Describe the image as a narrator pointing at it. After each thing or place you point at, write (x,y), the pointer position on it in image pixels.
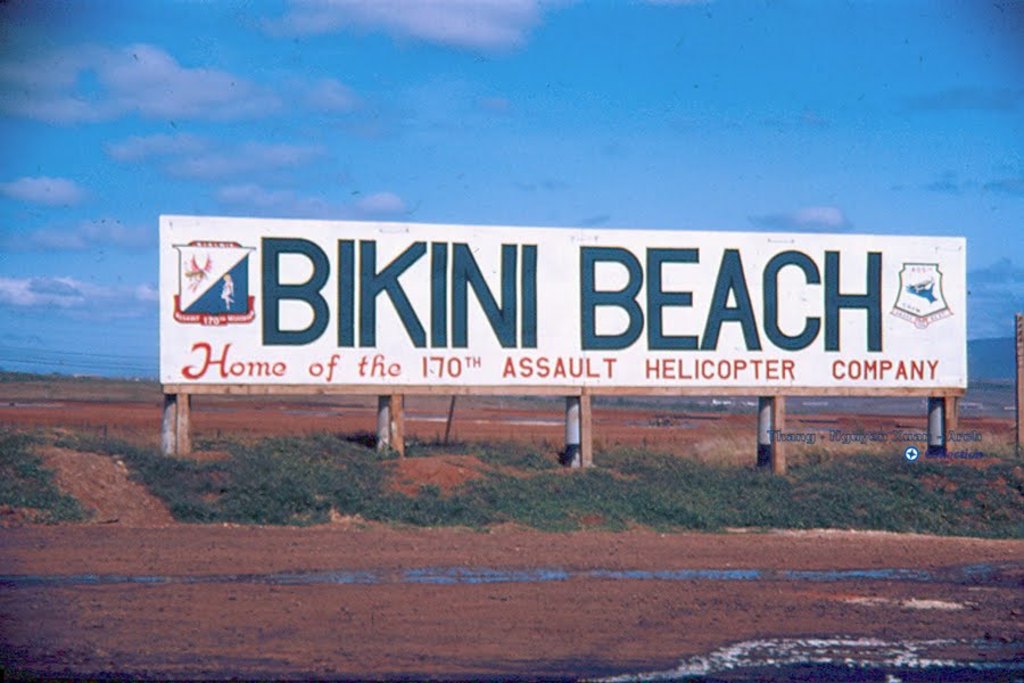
In this picture we can see a board (727,311) in the middle (679,305), there is some text (503,310) on the board (534,374), at the bottom (665,510) there is grass (612,515), soil (498,554) and some water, there is the sky (309,115) and clouds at the top of the picture (482,62).
